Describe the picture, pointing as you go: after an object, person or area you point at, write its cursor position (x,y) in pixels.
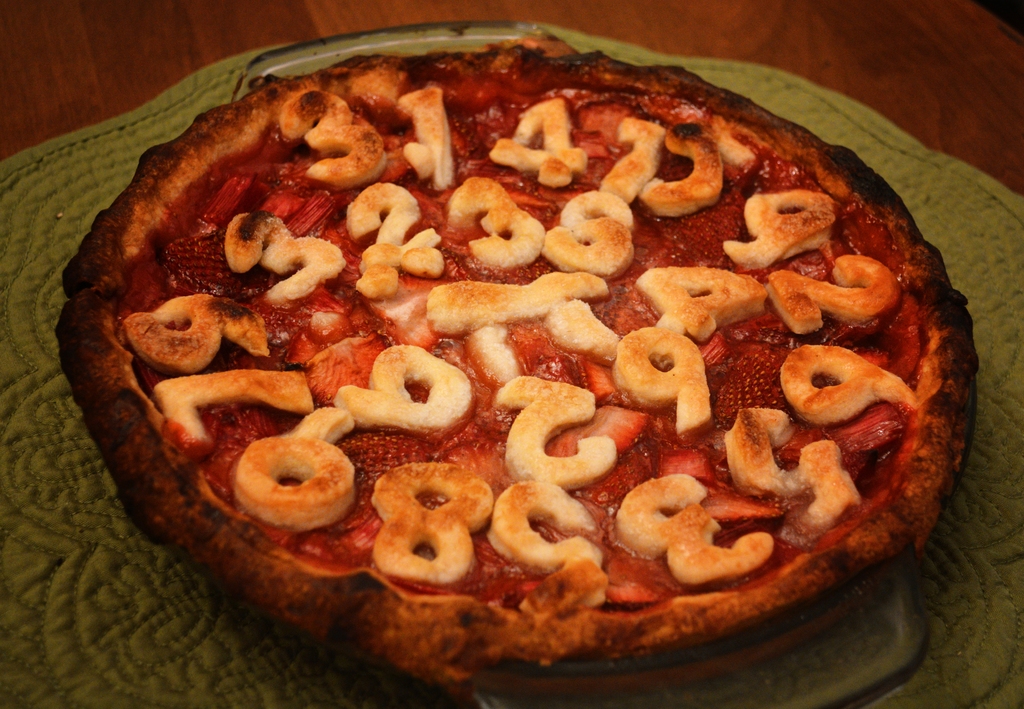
On a wooden surface (178,52) we can see a green table mat (905,145). Here we can see food (182,391).
